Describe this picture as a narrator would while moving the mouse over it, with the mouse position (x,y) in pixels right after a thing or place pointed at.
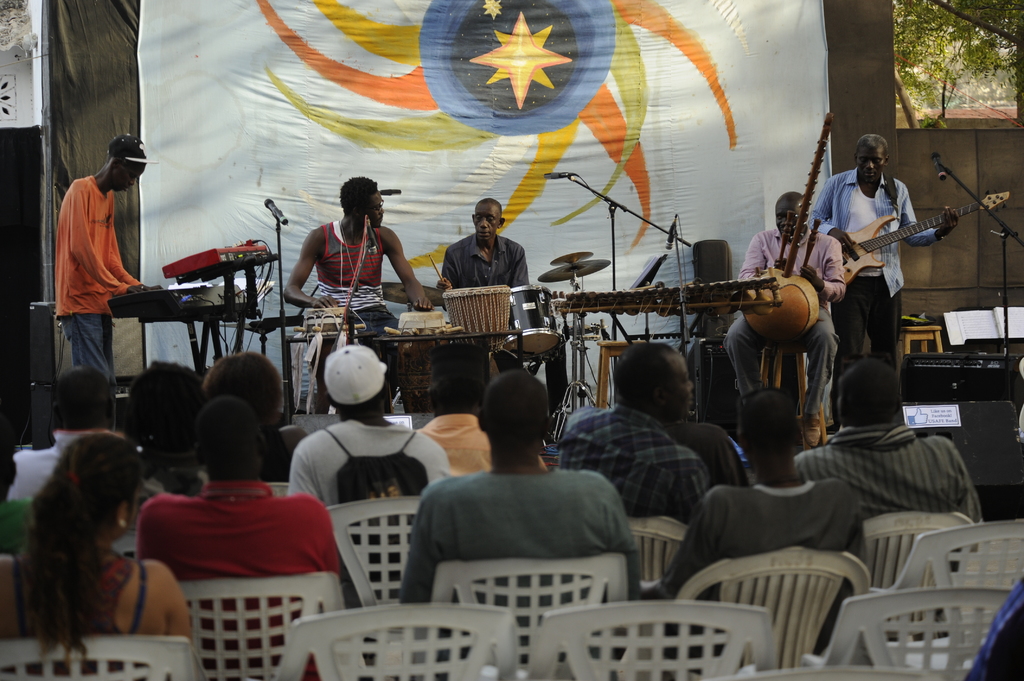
In this picture we can see some persons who are playing some musical instruments (124,302). On the background (421,190) there is a banner (584,108). Here we can see some are sitting on the chairs (431,653). And these are the trees (914,78).
